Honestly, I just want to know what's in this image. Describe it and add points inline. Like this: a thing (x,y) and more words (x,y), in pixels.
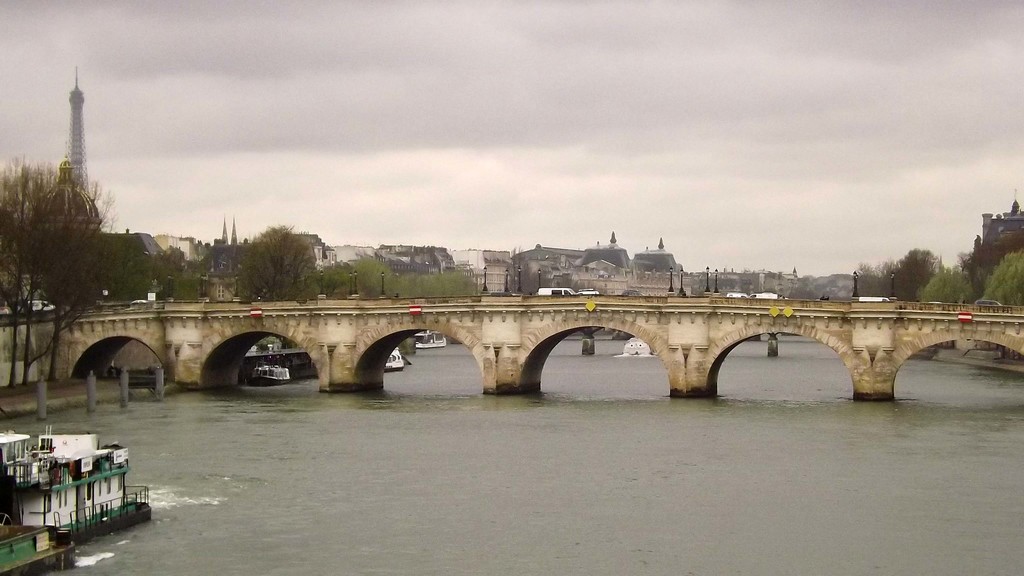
In this picture we can see a river (723,515) under a long tunnel bridge (506,296). In the background (58,209), we can see many houses (71,208) and trees (45,216). The sky (352,186) is gloomy.
